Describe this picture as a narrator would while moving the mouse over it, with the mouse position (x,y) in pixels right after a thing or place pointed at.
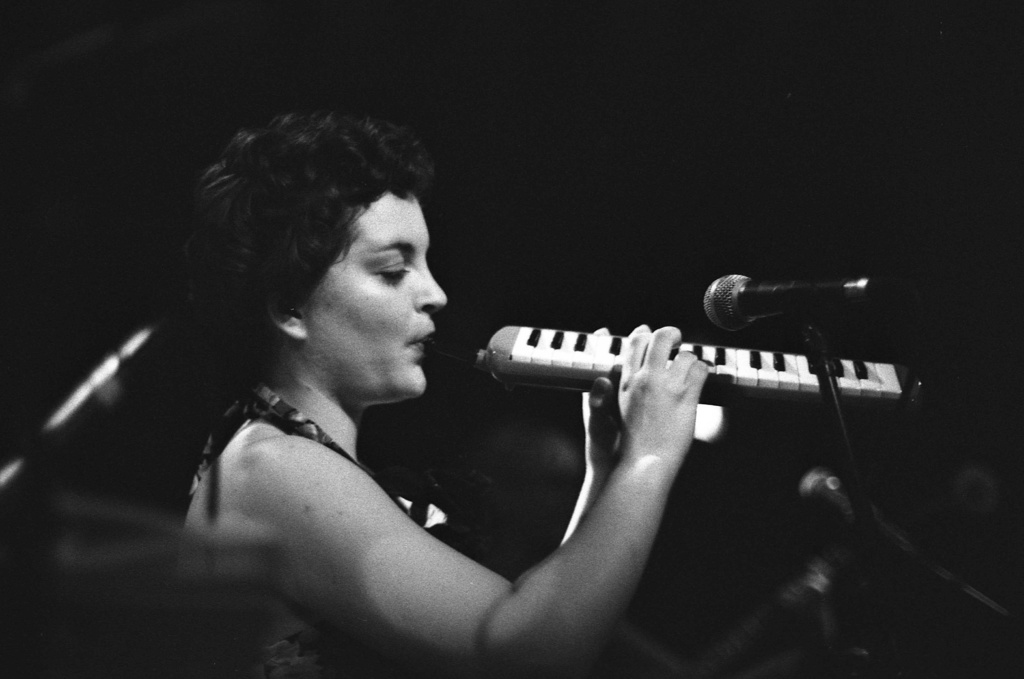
In this picture we can see a woman (335,227) playing a musical instrument (555,337). There is a mic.
